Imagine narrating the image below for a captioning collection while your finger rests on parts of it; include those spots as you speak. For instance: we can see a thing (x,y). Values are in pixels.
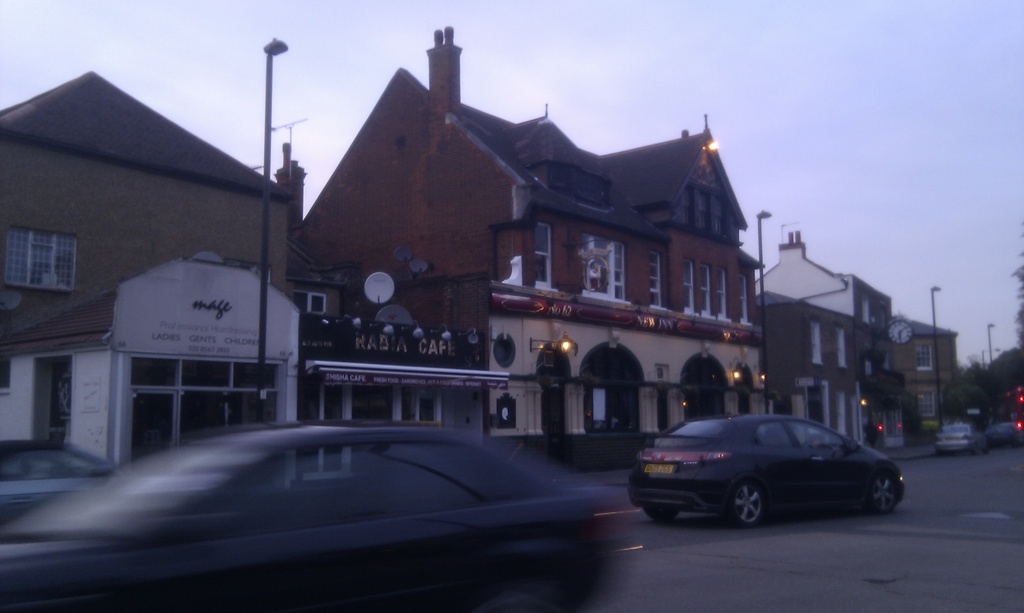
This picture is taken on the wide road (856,612). In this image, in the middle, we can see a car (588,511) which is moving on the road (718,611). On the left side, we can also see another car (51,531). On the right side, we can see a car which is placed on the road (907,534). On the right side (999,393), we can also see some cars (1006,439), lights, trees (1000,369), plants (997,390). In the background (621,363), we can see some buildings (641,365), board (453,348) with some text (391,352) written on it, street lights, door (691,403). At the top (330,3), we can see a sky (717,57) which is cloudy, at the bottom (942,570), we can see a road (921,462) and a footpath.
